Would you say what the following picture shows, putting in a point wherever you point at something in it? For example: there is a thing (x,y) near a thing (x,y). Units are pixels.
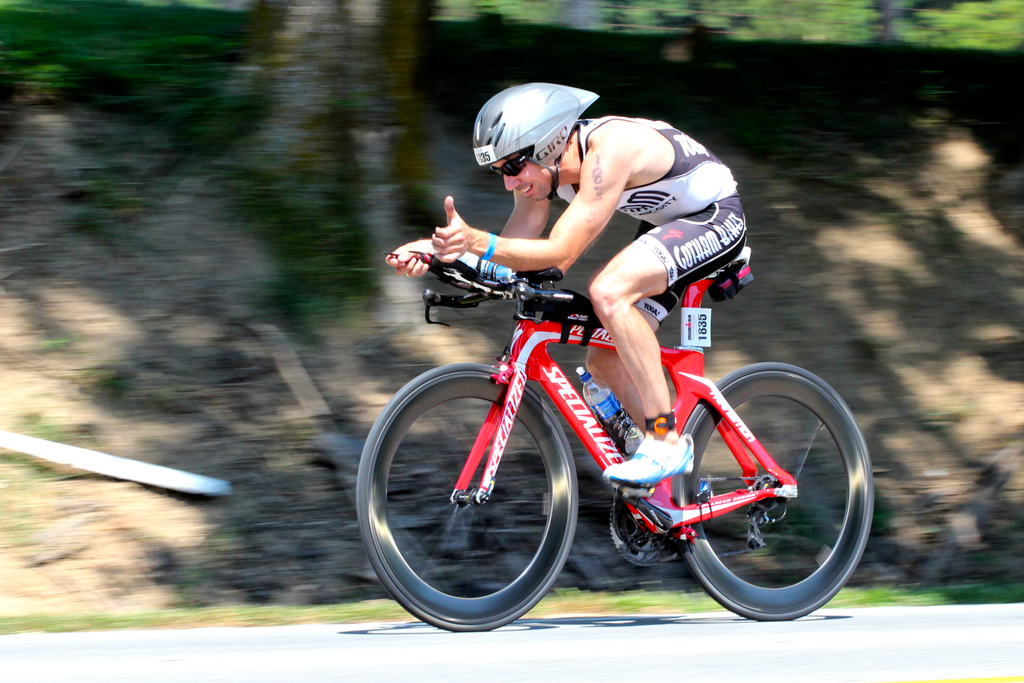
In the center of the image (665,405) we can see one person (633,249) is riding a cycle (736,461). And he is wearing a helmet (511,149) and he is smiling. On the cycle (594,435), we can see one water bottle (588,386). In the background (836,134) we can see the grass (191,25) and a few other objects (146,480).
